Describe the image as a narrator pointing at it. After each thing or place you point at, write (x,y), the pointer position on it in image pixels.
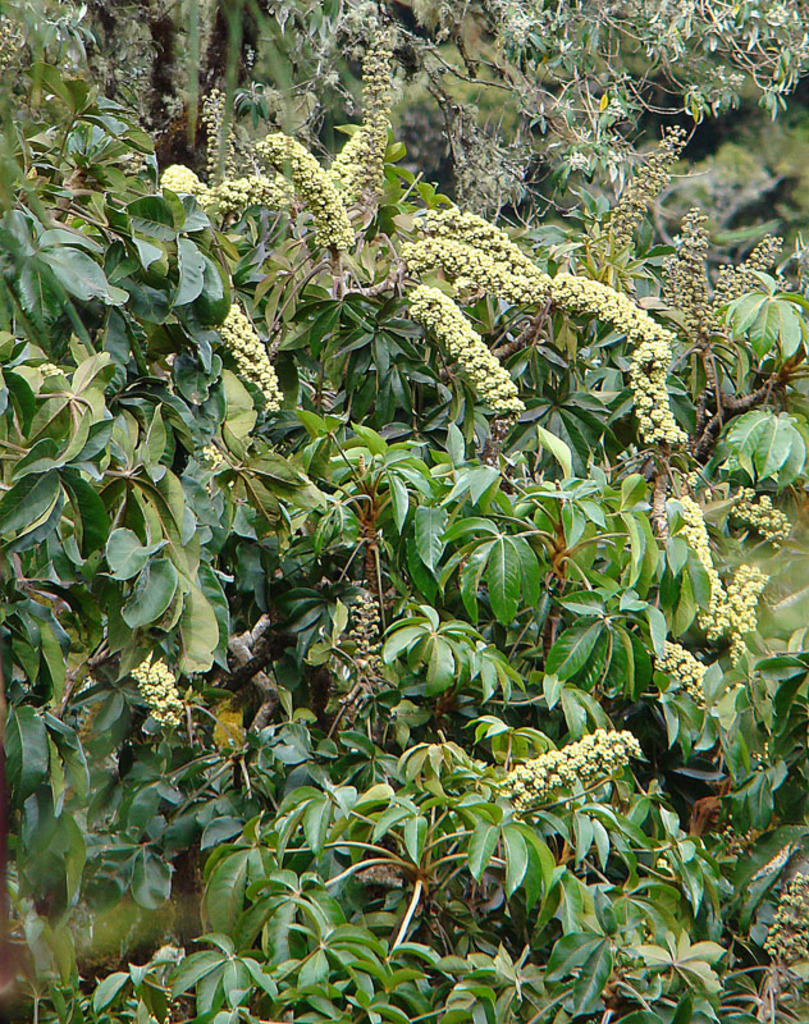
In this picture we can see the leaves (466,641) and the buds (275,185) of a tree (553,1001). In the background (505,129) there are trees (693,169).
